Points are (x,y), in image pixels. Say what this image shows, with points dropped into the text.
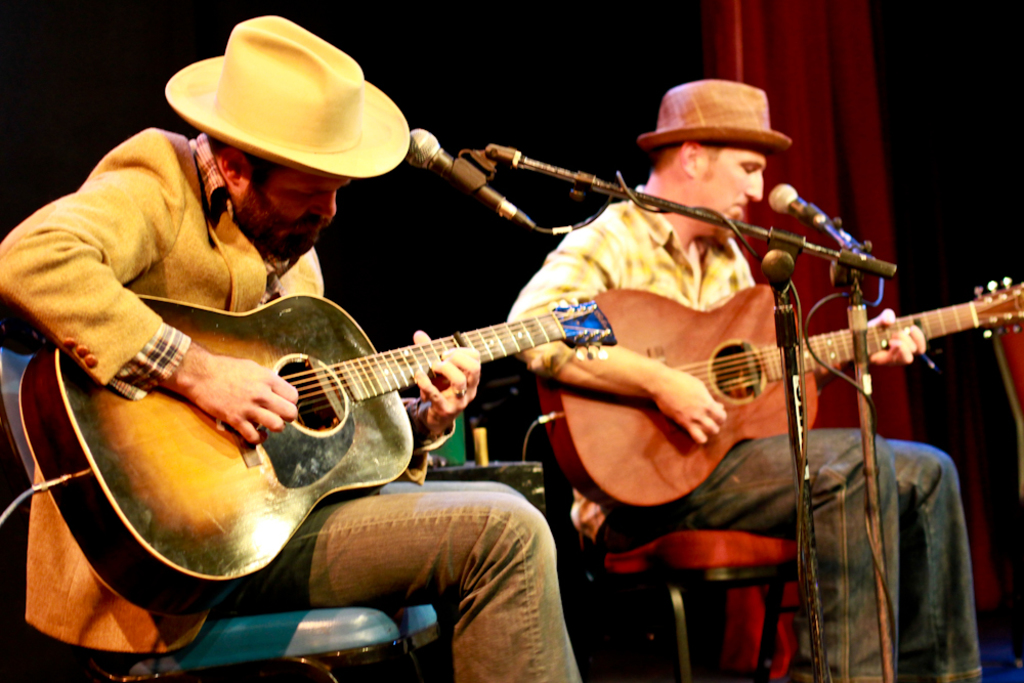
In this picture we can see two men (157,270) sitting on chair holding guitars (542,338) in their hands (198,366) and playing it and in front of them we have mics (470,175) and in background (704,49) we can see curtains (790,64) and it is dark.
